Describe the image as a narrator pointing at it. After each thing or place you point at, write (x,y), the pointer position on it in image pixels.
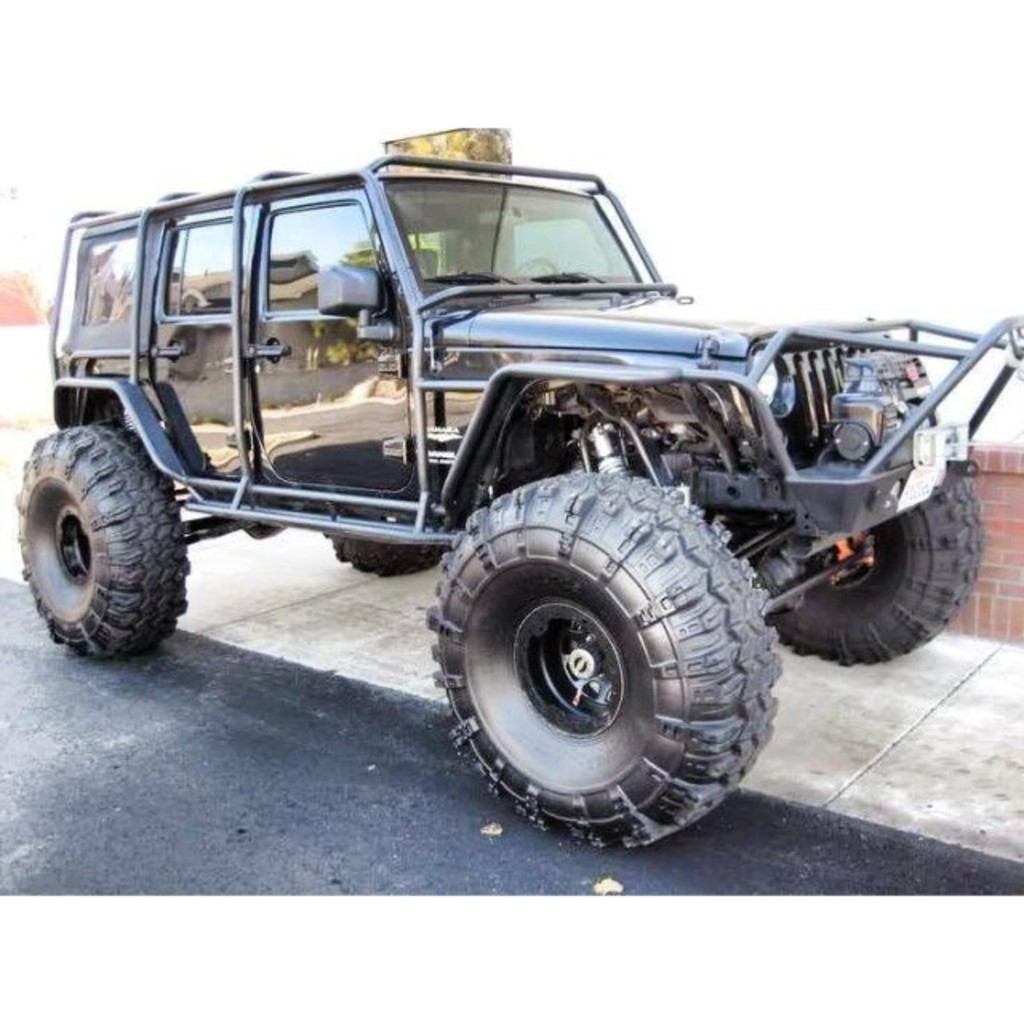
It is a jeep (516,541) in black color, at the bottom (284,840) it is the road (219,824) in this image.
